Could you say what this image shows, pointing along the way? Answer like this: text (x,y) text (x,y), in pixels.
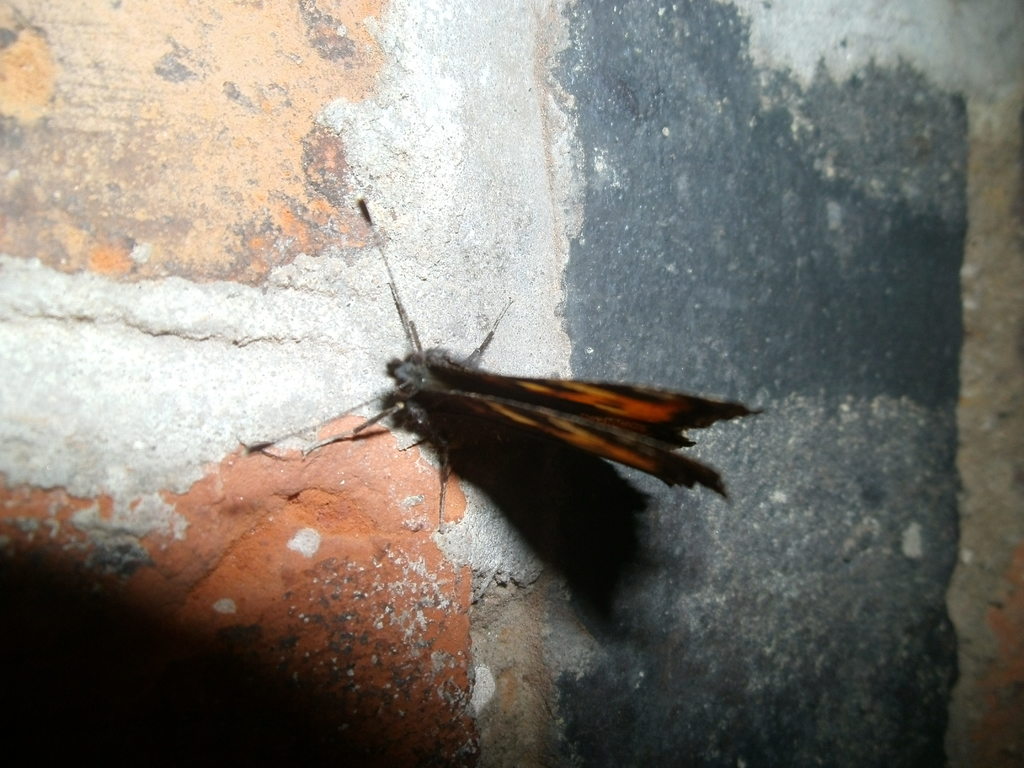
In this picture we can see an insect (683,422) on a surface (276,110).
